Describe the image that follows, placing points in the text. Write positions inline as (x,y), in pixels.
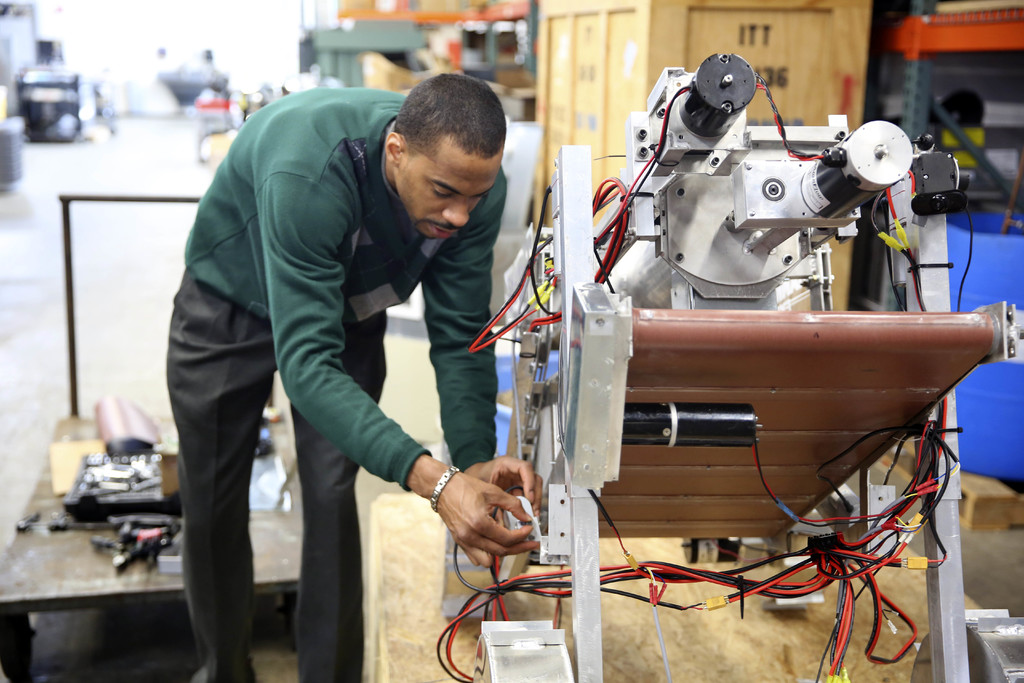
In this picture I can see a man (341,599) standing and looks like he is fixing a machine (586,516) and I can see few instruments (110,472) on the trolley (50,497) and I can see shelves (523,15) in the back (364,14) and a wooden box (832,60) on the right side of the picture (700,24).
